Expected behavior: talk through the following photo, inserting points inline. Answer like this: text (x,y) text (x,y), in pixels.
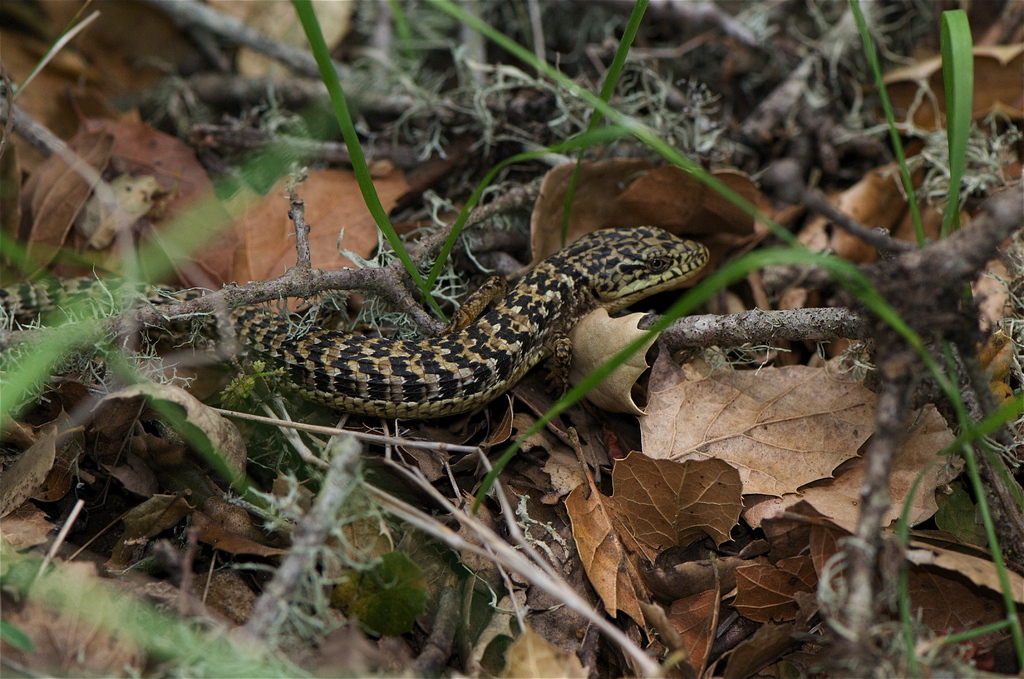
In this picture we can see black and brown lizard (531,314) on the dry leaves (689,378) and plant branches (763,333).
